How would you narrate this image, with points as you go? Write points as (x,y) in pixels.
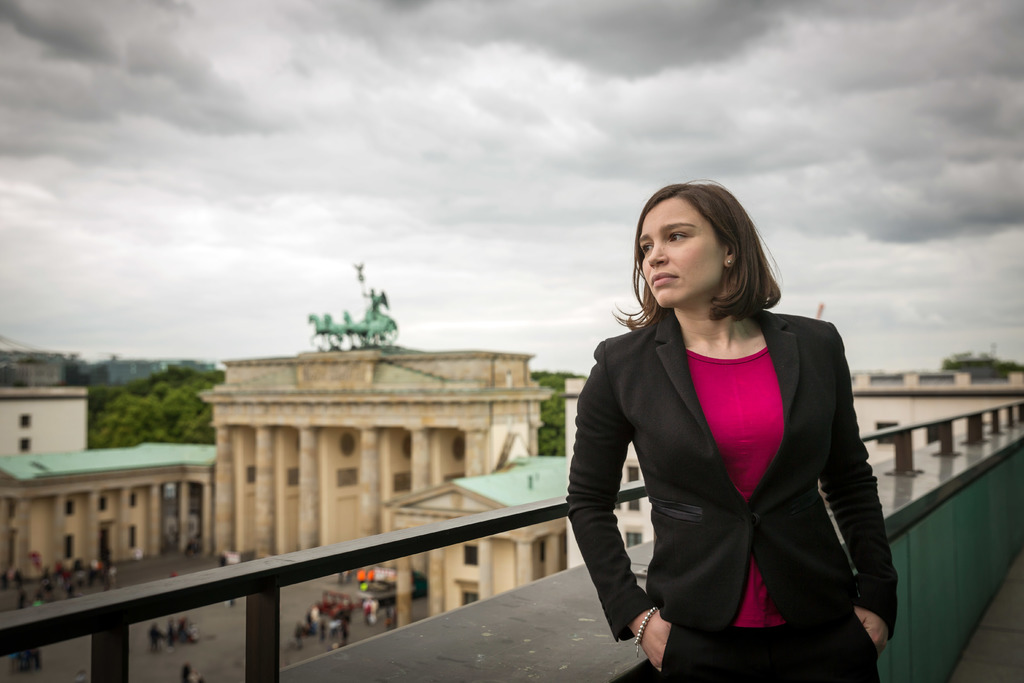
There is a woman (724,504), she is standing beside a railing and she is wearing a blazer (758,546) and pink shirt (736,441). Behind the woman (590,494) there a huge building (351,454) and many people (79,561) are moving in front of the building (253,482) and there is a sculpture (381,326) above the building (399,376), in the background (151,408) there are a lot of trees (554,412).
